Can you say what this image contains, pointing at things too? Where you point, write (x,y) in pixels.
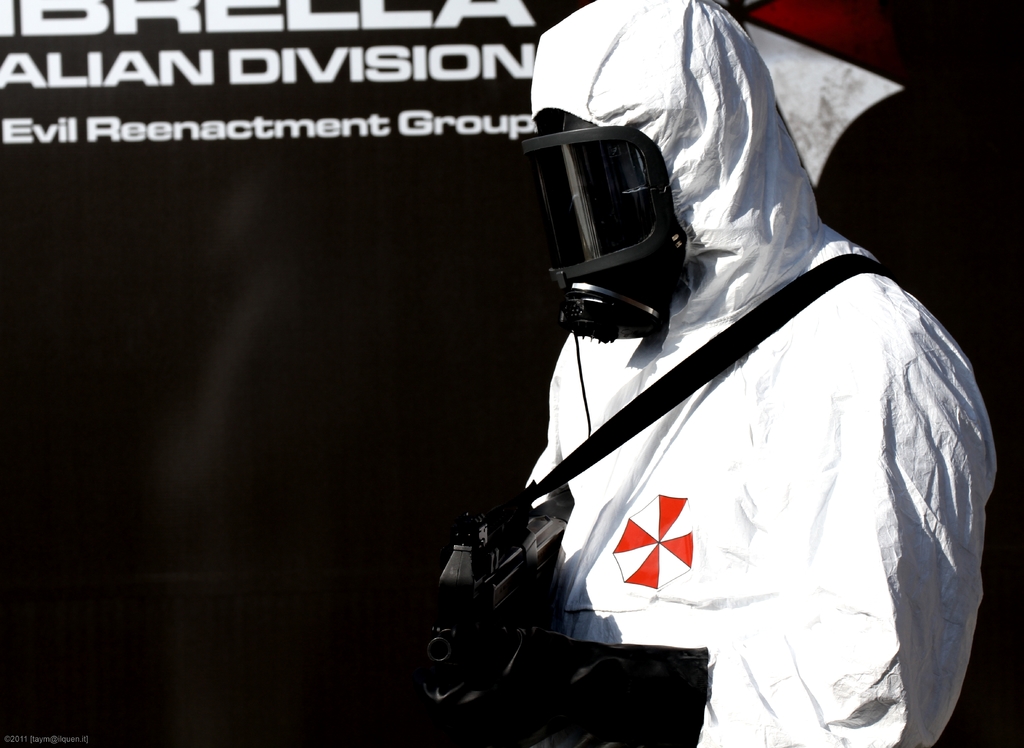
In this image we can see a person (683,508) with a mask (626,186) and holding something in the hand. In the back (510,357) there is a wall (125,80) with text (125,5).
